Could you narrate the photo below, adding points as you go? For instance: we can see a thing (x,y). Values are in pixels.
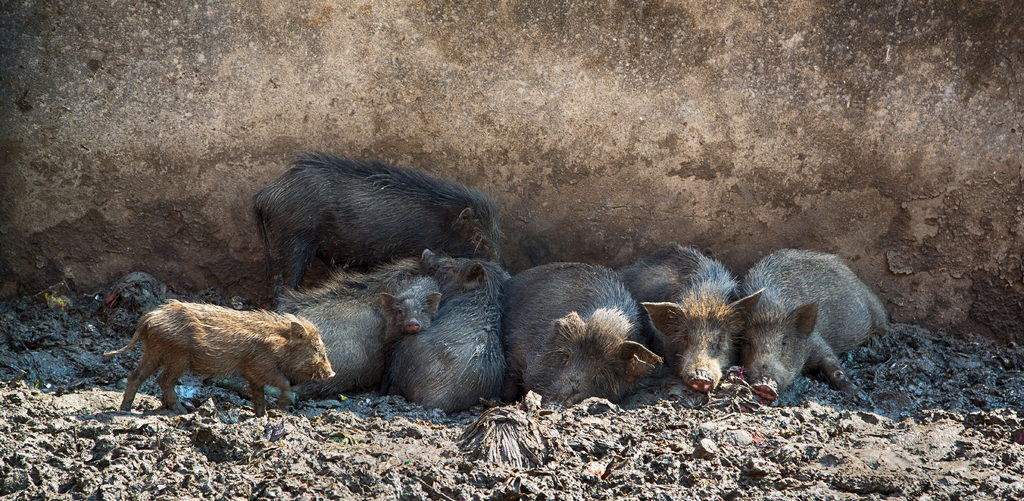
There are many pigs (317,218) on the ground (595,445). In the background (578,128) there is a wall (620,156).
